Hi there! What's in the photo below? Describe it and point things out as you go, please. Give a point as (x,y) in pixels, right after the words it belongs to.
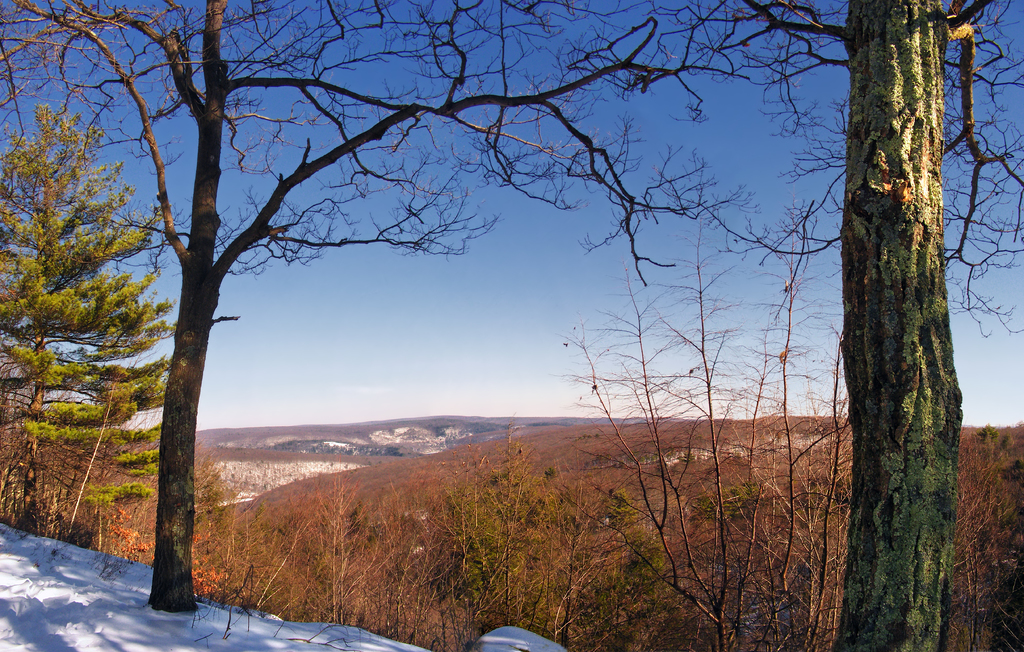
In this image we can see trees (276,559), plants (361,533) and hills (579,462). In the background (543,325) there is sky (351,342). At the bottom left corner (95,612) we can see snow (79,612).
